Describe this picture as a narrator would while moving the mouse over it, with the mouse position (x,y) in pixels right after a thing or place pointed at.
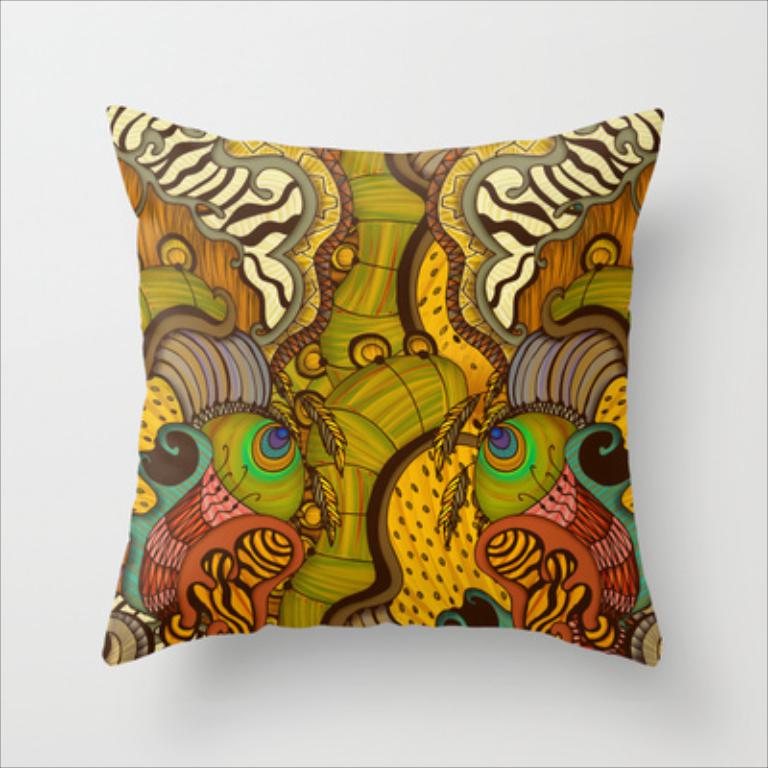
In this image we can see one colorful pillow (450,261) on the surface (726,466).
